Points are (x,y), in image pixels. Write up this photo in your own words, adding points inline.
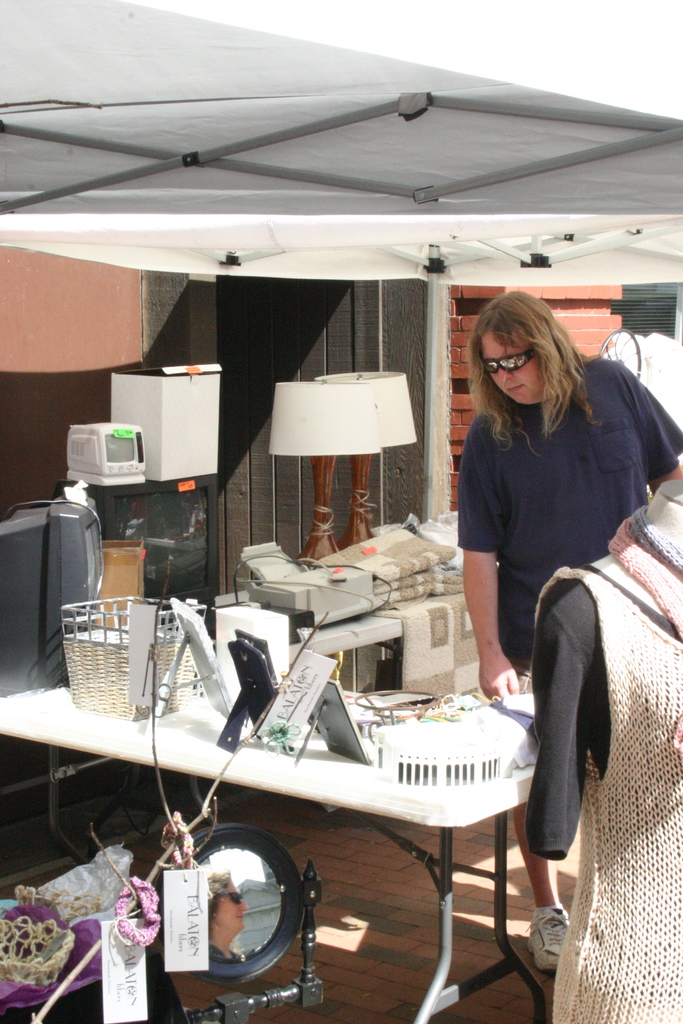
In this picture I can see a mannequin (618,616) on the right side (600,684) and I see a table (321,775) in front (80,727) on which there are many things (239,687) and I see a TV (71,514), 2 lamps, a printer (272,567), another TV (180,526) and a person (497,393) near to them. On the bottom of this picture (277,908) I see a mirror (241,915) and few more things (137,902). On the top of this picture (326,144) I see the shed (345,131).
